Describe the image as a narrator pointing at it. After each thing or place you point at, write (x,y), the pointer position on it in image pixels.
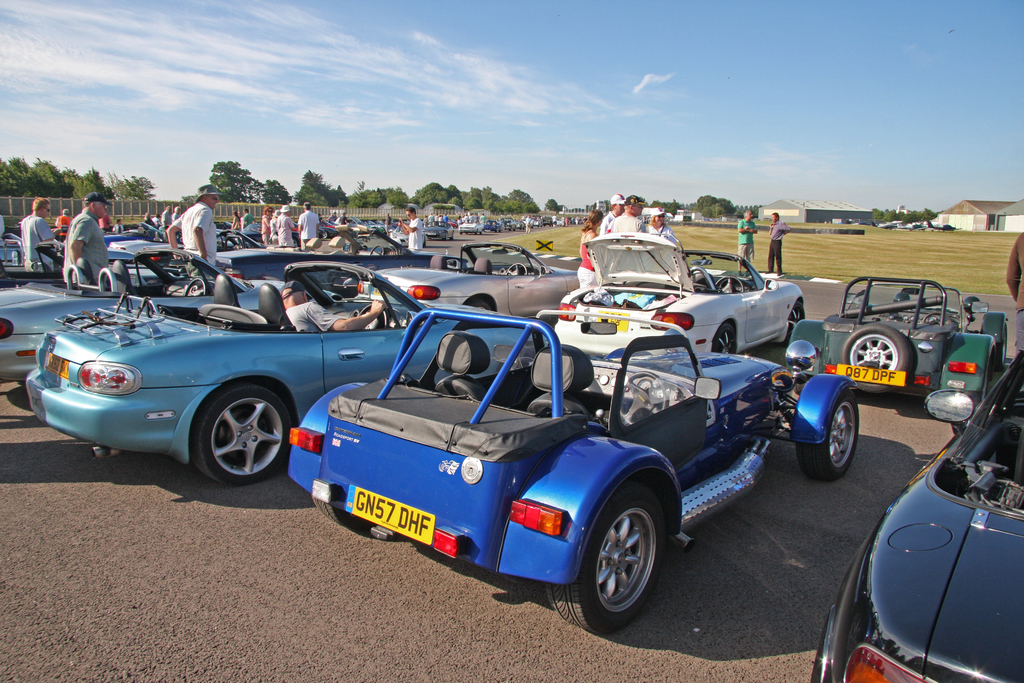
In this picture I can observe some cars (594,346) parked on the road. There are some people (216,241) standing near the cars (342,258) in this picture. In the background (471,196) there are trees (357,196) and clouds (208,85) in the sky (415,152).
